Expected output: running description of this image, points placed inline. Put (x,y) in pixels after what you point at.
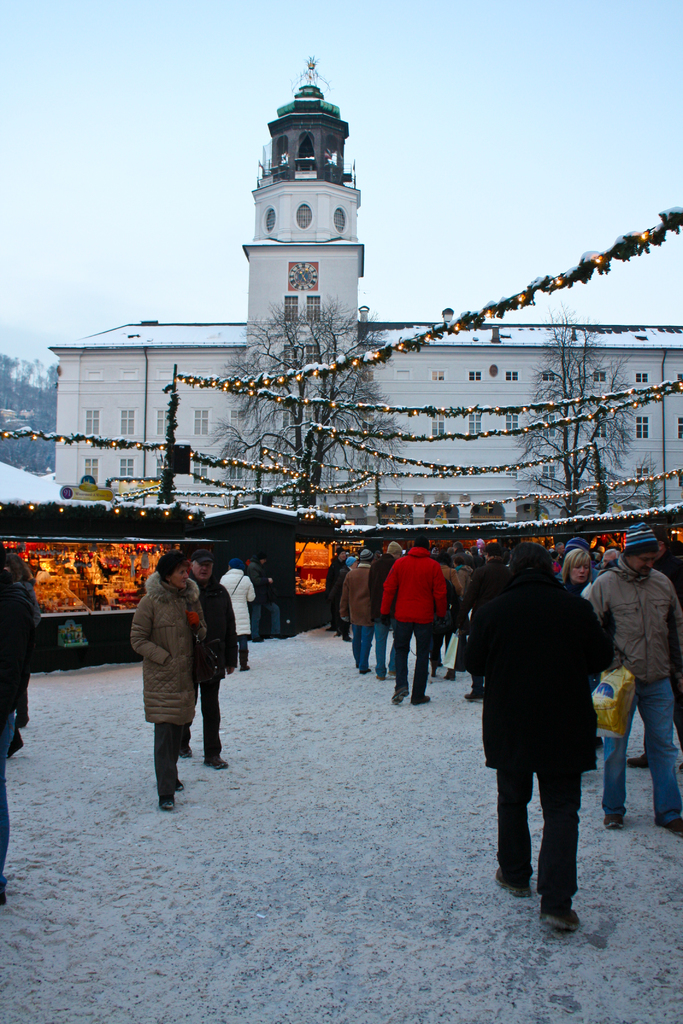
In this picture there is a building (597,441) and there are trees (583,373) and there is a clock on the wall (305,310). In the foreground (59,610) there are stalls (245,549) and there are group of people (5,746). At the top (209,146) there is sky (195,206) and there are clouds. At the bottom (306,842) there is snow (268,831).
